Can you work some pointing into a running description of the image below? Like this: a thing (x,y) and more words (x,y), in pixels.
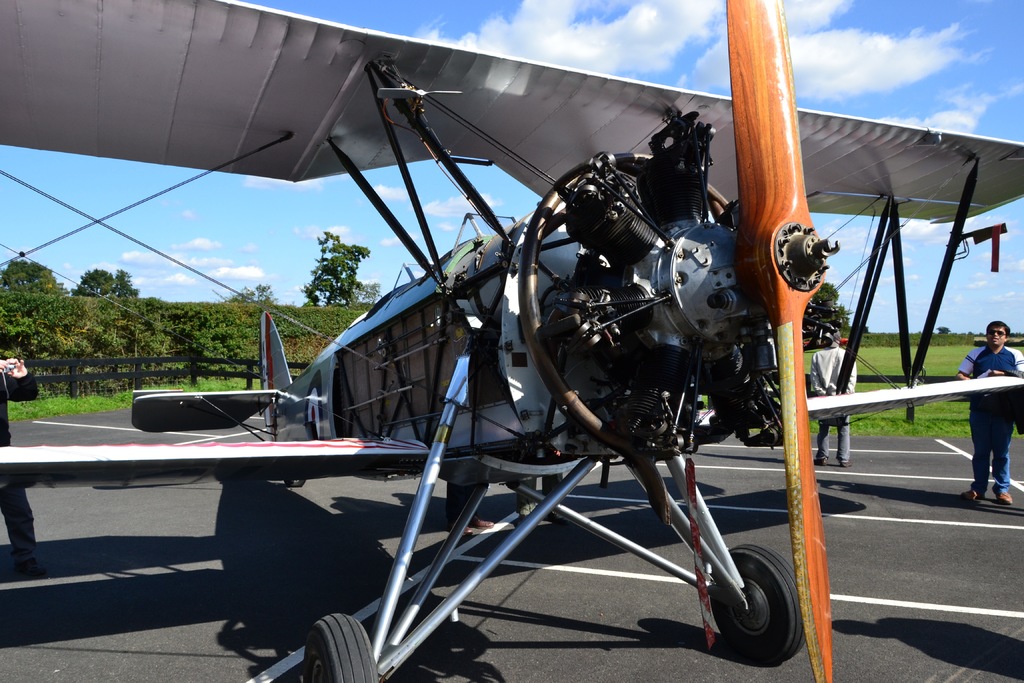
In this image, we can see an aircraft (600,398) is placed on the road (881,608). Right side of the image (999,397), we can see two people (998,364) are standing. Background there are so many trees (16,354), plants (6,345), grass (953,406) and cloudy sky (371,233) we can see. Left side of the image (9,398), we can see a person (1,411) is holding a camera (7,367).
